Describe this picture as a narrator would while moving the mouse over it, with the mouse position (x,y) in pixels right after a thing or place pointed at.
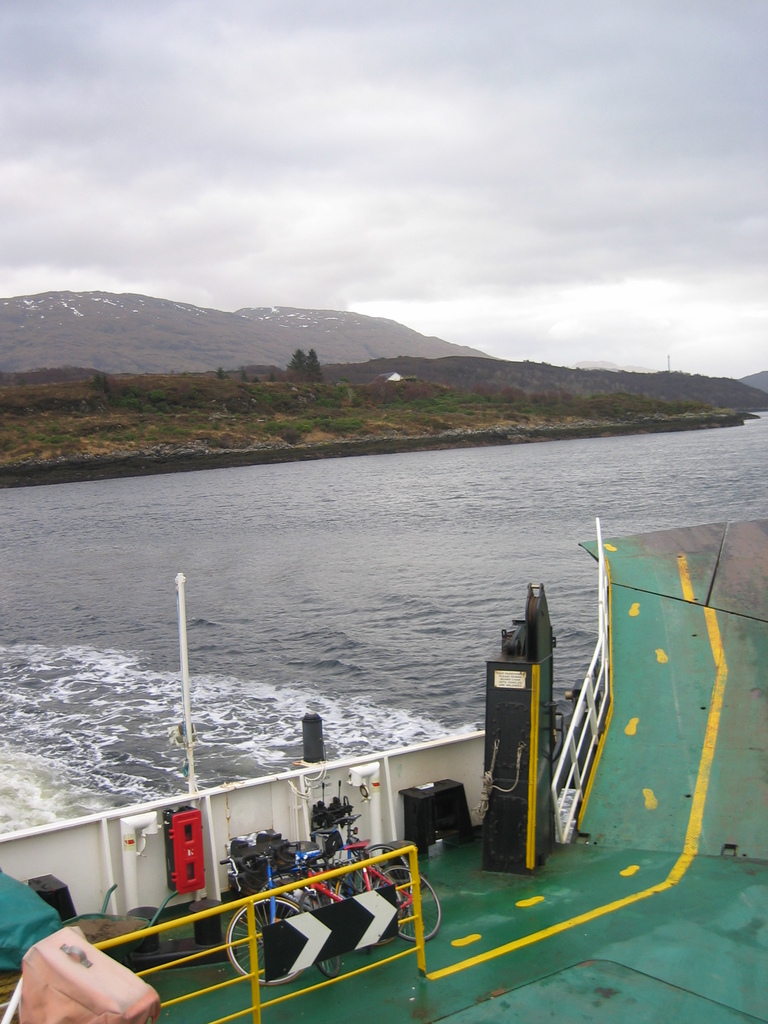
At the bottom of the image (280,861) there is fencing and bicycles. Behind them there is water (154,747). In the middle of the image (301,448) there are some trees (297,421) and hills (13,327). At the top of the image (367,21) there are some clouds (720,77) and sky (694,38).
